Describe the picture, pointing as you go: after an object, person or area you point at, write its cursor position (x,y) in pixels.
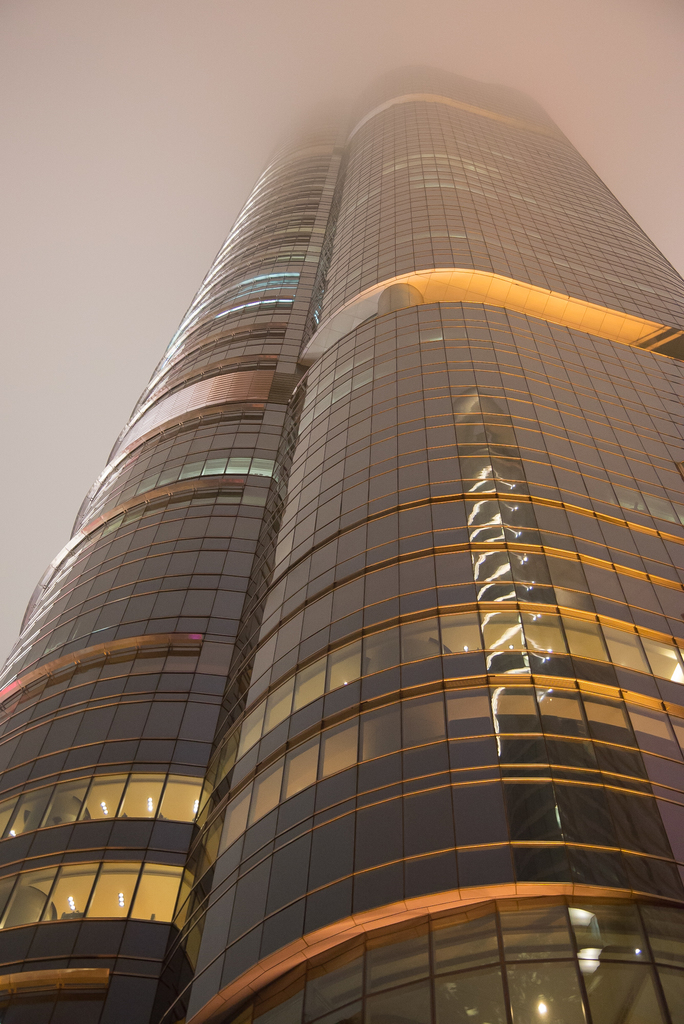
This picture is clicked outside. In the center (376,518) there is a skyscraper (308,197). In the background (111,212) there is a sky (103,254).
